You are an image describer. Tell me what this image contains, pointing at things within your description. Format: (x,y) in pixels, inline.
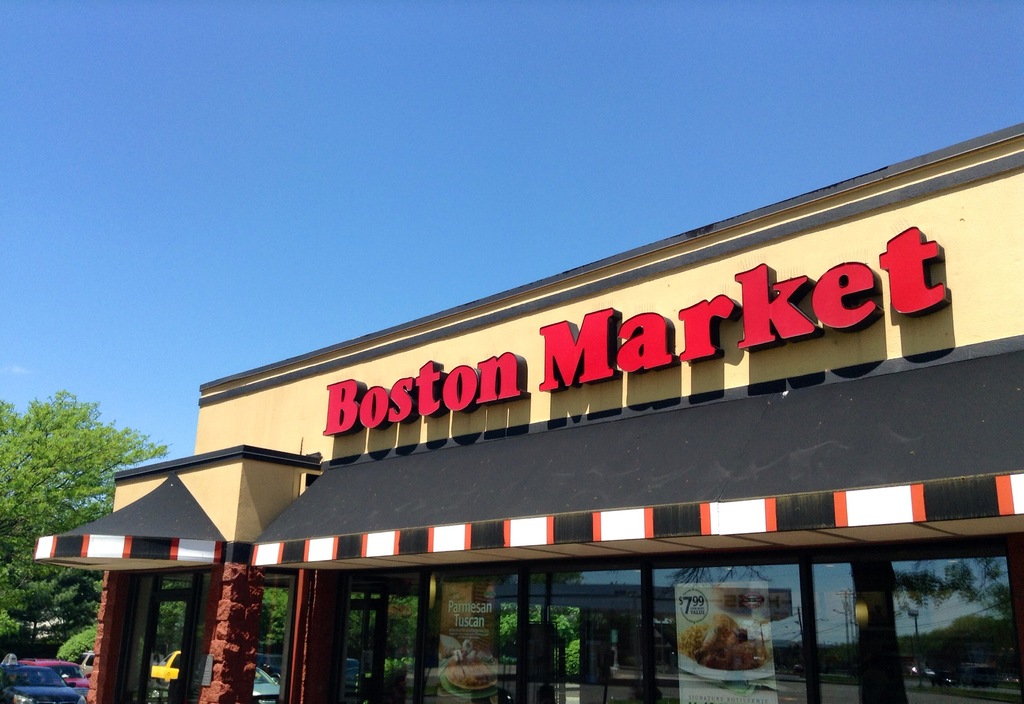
This image is taken outdoors. At the top of the image (317,151) there is a sky (428,177). At the bottom of the image (429,581) there is a building (521,439) with a few walls (313,675), a door (177,638), windows (588,630) and there is a text (922,256) on the wall (539,378). On the left side of the image (13,445) there are a few trees (52,605) and a few vehicles (76,681) are parked on the ground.
